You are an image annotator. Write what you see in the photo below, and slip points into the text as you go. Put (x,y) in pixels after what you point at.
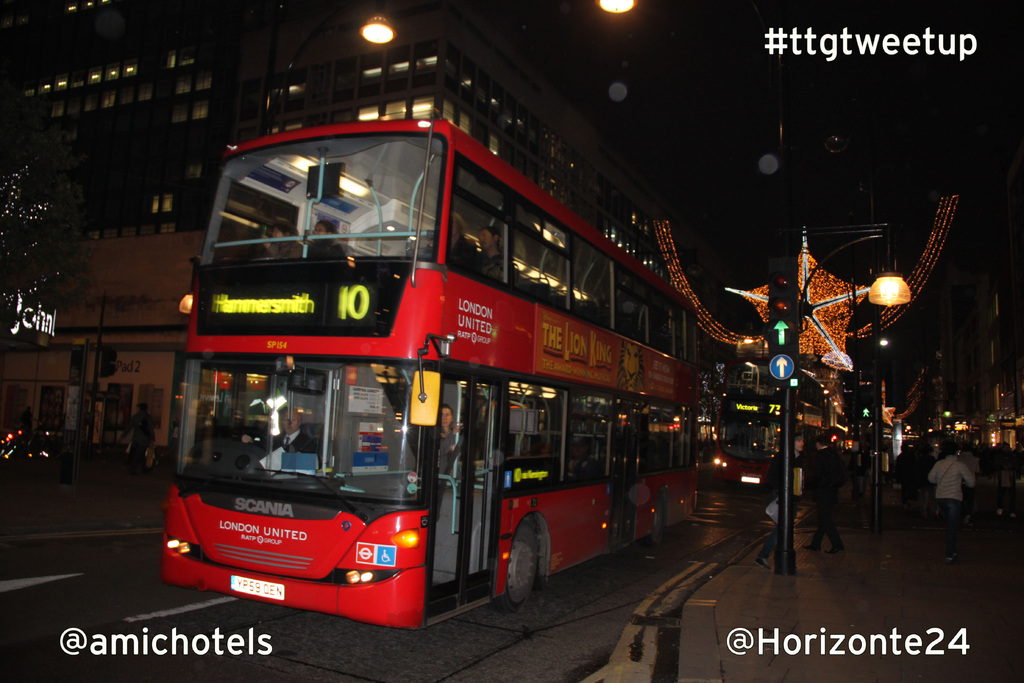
In the picture I can see a bus (397,447) which is red in color is moving on road (759,493), there are some persons (840,468) walking through the walkway (870,543) and in the background of the picture (154,140) there are some buildings (197,154) and lights (859,333).
